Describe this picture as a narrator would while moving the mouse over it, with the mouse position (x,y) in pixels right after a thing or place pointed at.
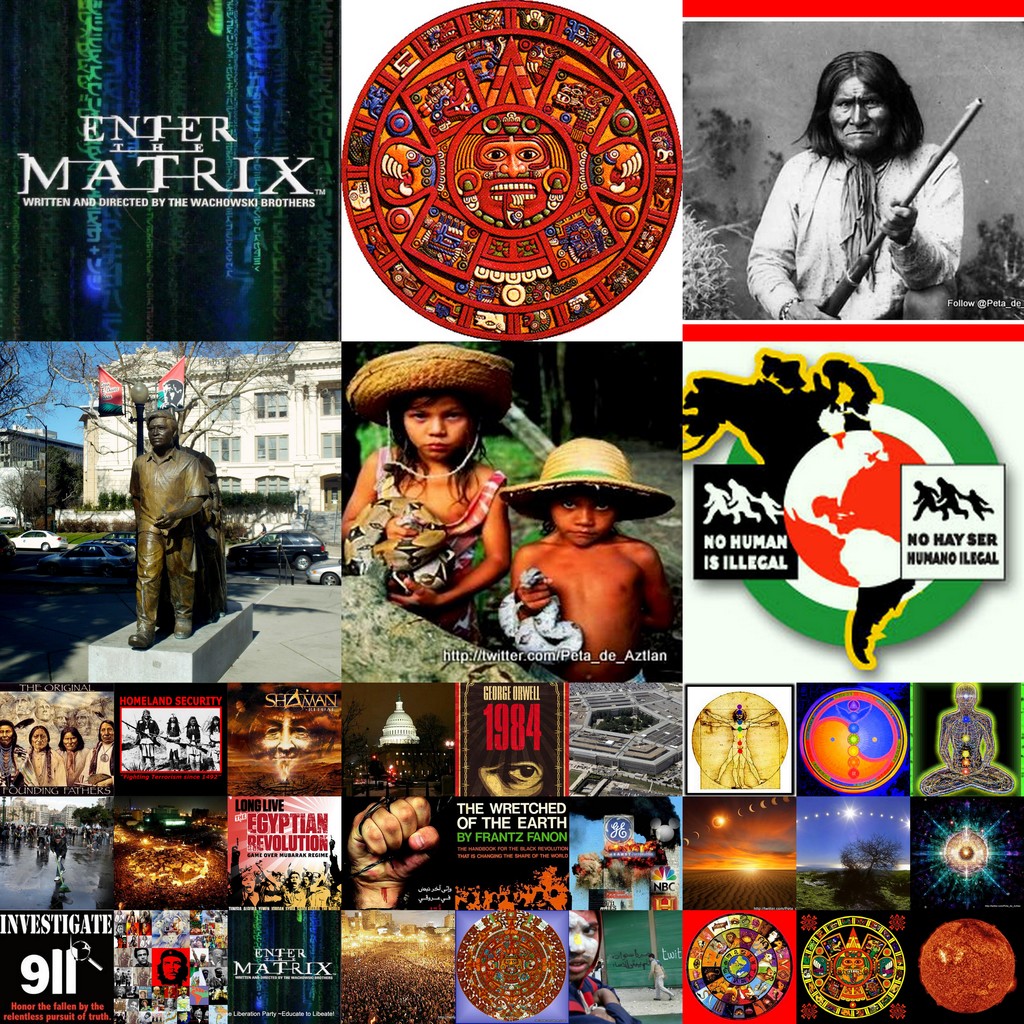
This might be a poster, in this image there are some logos (569,138), text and some people (605,596), buildings (223,455), trees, vehicles (104,546) and walkway (262,628).
